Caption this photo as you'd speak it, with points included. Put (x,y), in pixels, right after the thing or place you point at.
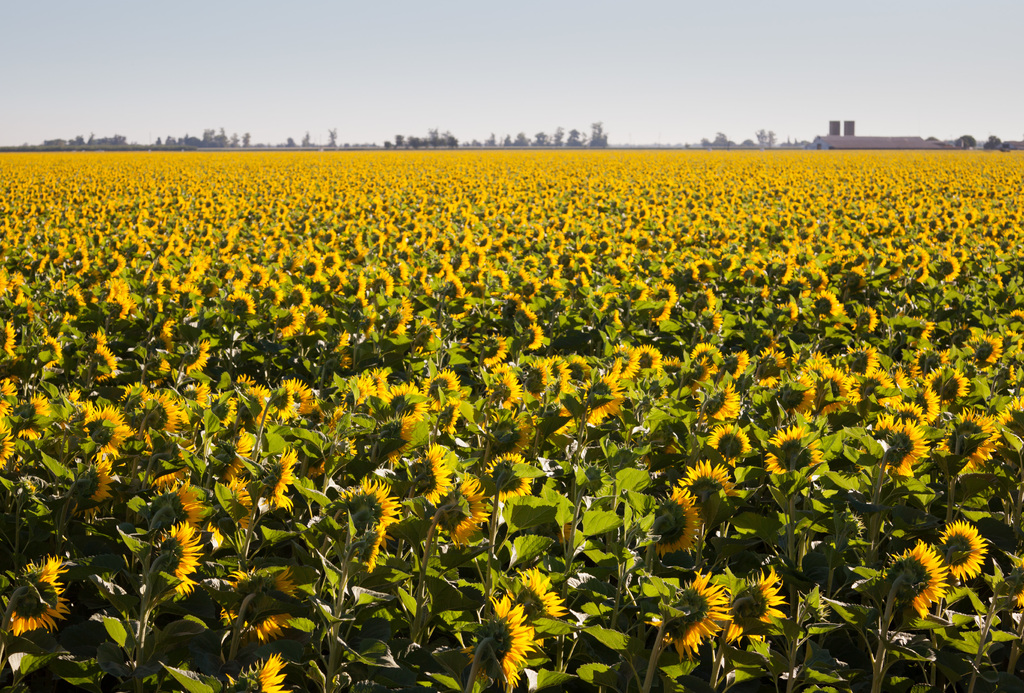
In this image, we can see the land (955,158) is filled with sunflowers (198,153), and in the middle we can see trees (598,135), house (819,148) and the background (923,122) is the sky (391,72).
